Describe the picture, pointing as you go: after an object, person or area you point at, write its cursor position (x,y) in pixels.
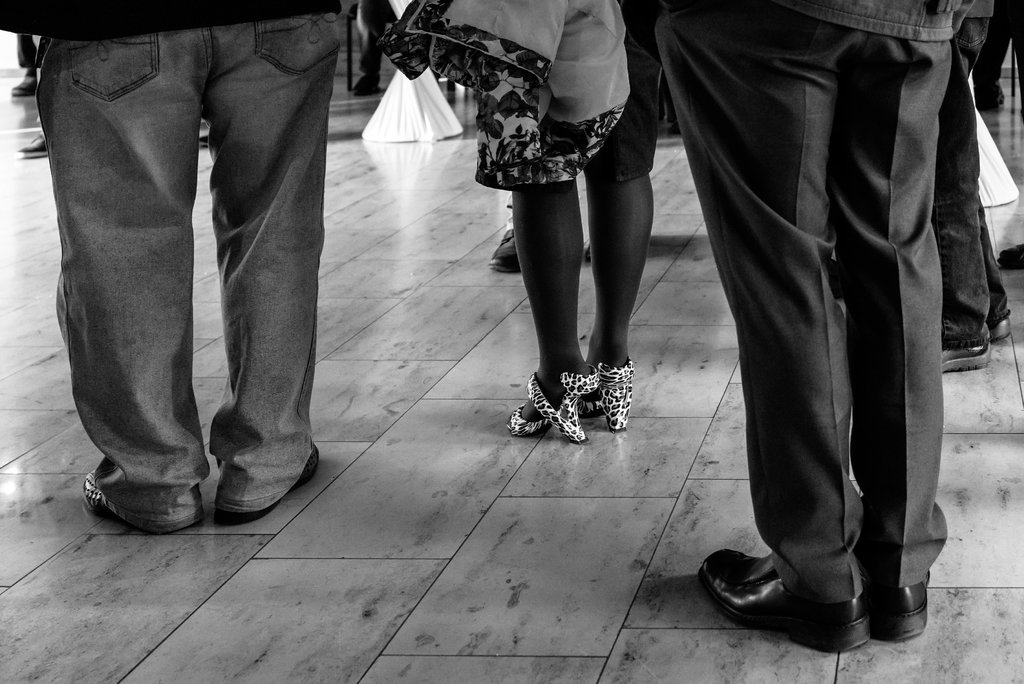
In this picture I can observe some people (255,375) standing on the floor (364,459). One of them is a woman (516,146). This is a black and white image.
